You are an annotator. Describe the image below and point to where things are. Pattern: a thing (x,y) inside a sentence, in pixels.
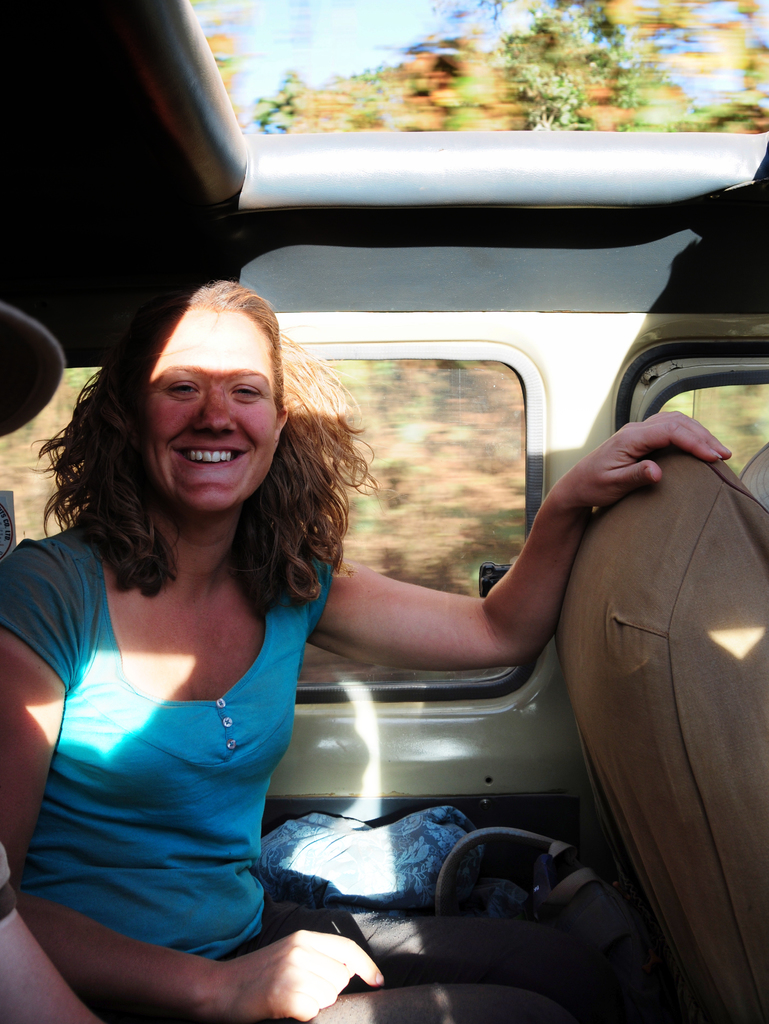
There is a woman (476,931) sitting in vehicle (588,798) and smiling. behind her there are lot of trees (491,63).
